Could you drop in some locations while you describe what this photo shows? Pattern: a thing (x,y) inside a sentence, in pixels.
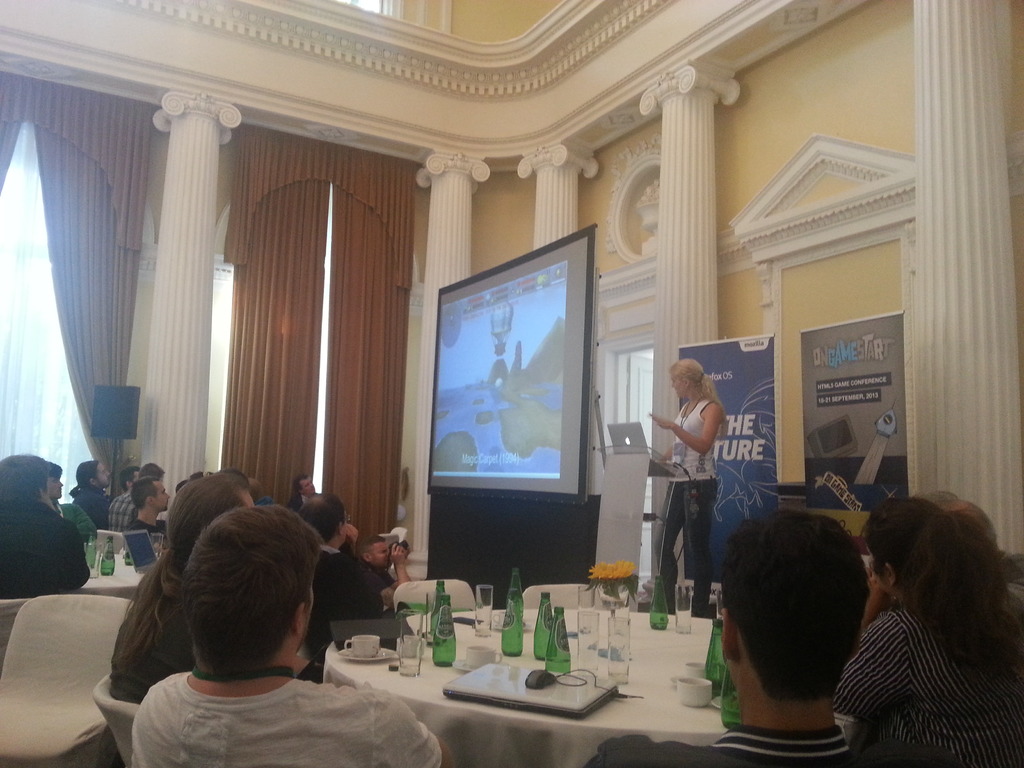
In this picture I can observe some people (145,669) sitting on the chairs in front of the respective tables (460,718). I can observe bottles (546,650) and glasses (398,629) placed on the tables (408,620). In the middle of the picture (451,367) I can observe screen (463,378). On the right side (707,471) there is a woman (701,435) standing in front of a podium (602,511). In the background (194,350) I can observe pillars (206,345) and curtains (286,245).
